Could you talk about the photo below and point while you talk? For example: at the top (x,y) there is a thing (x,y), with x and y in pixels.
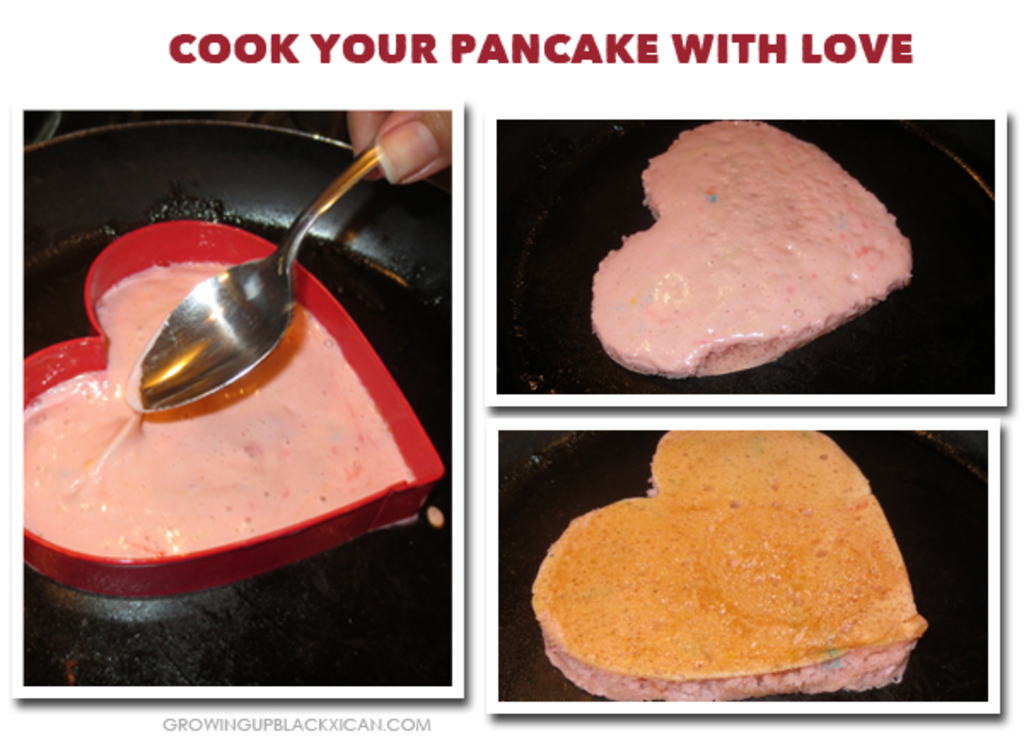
In this picture there is a collage of pancake (634,358).
